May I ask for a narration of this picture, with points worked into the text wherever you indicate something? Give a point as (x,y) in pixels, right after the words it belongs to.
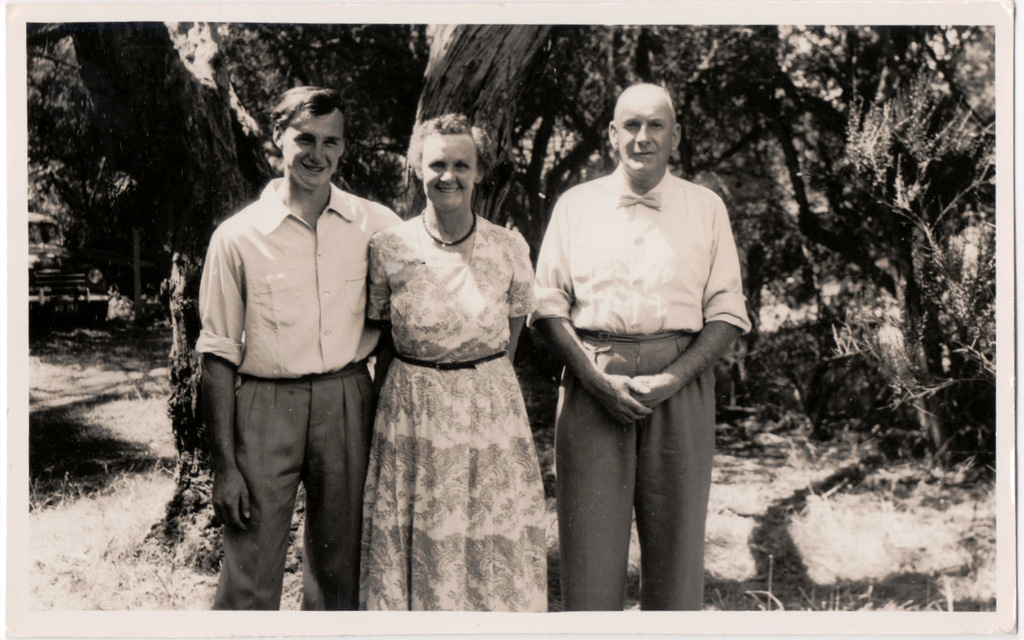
This is a black and white picture. Here we can see three persons (575,233) and they are smiling. There is a car (37,245). In the background (764,86) there are trees (764,86).
